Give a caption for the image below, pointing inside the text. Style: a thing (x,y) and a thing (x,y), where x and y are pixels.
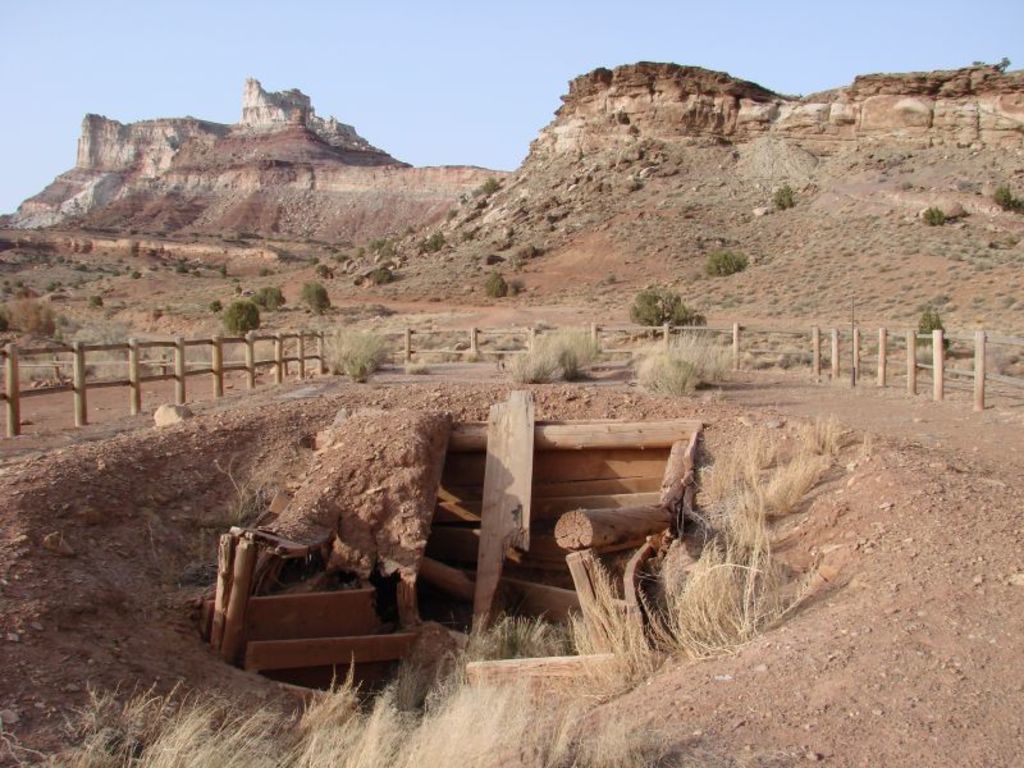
In this image we can see few wooden logs (564,549), grass (785,572), wooden fence (910,381), mountains (710,126) and the sky (490,94) in the background (608,84).
